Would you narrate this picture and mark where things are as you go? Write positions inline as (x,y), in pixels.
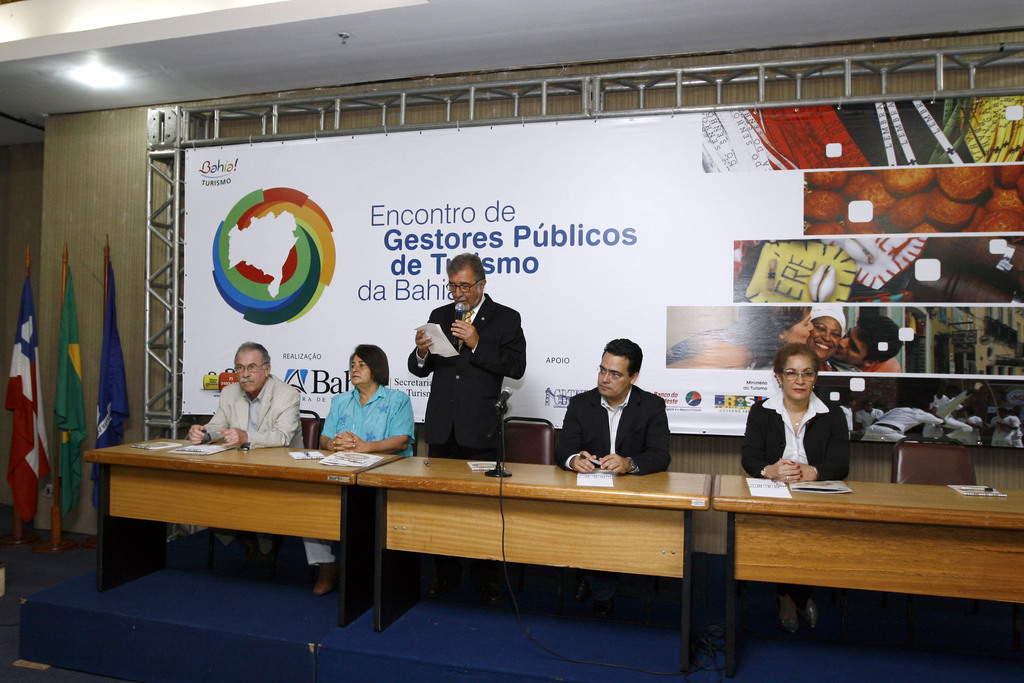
On this blue stage (542,616) there are tables (676,532), chairs (903,472) and a banner (574,140). These four persons (647,429) are sitting on chairs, in middle (460,421) a person (480,419) is standing and holding a mic (462,317) and paper (435,333). On this table (518,475) there is a mic (501,413), papers (161,446) and book (837,492). At left side of the image (120,367) there are three flags (121,368).
